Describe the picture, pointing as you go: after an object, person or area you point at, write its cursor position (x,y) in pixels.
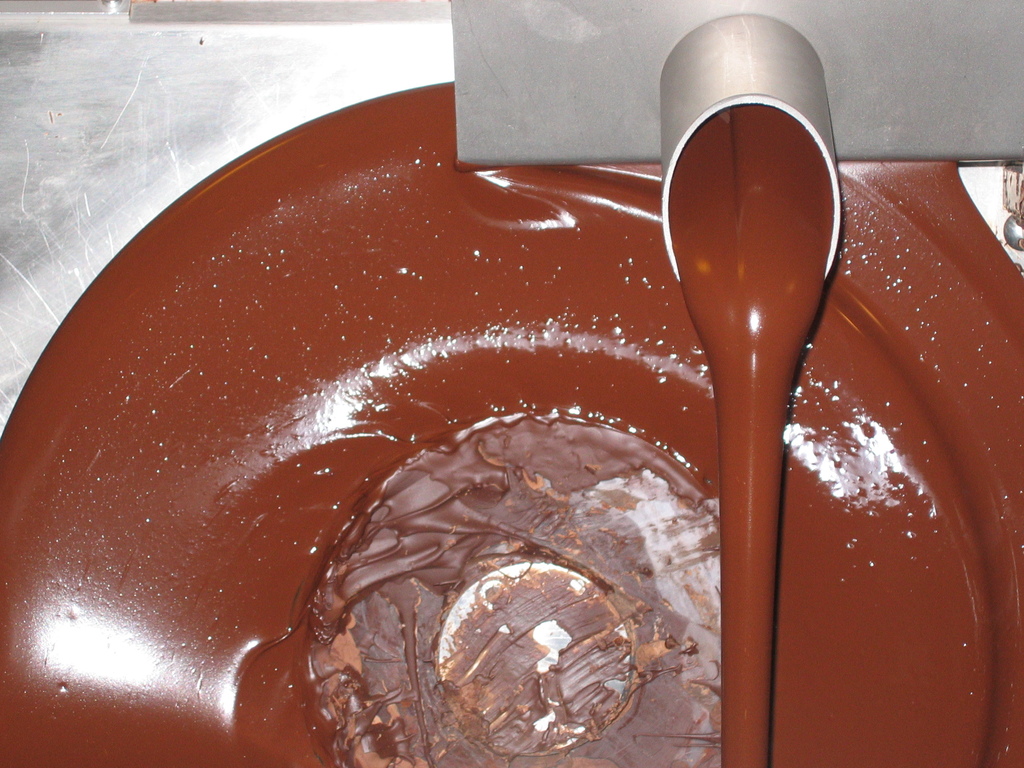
In this picture we can see a chocolate machine (681,104). Here we can see melted chocolate (206,627).
